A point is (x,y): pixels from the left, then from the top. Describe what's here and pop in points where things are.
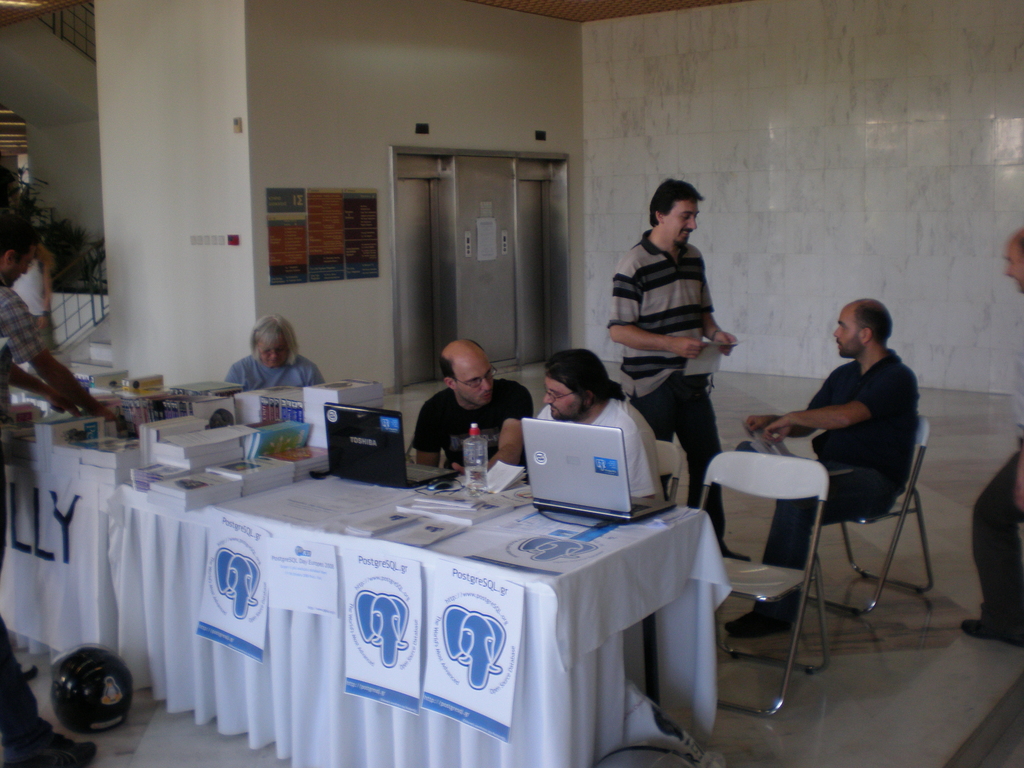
In the image we can see there are people (872,387) who are sitting on chair (763,466) and in front of them there is a table (639,527) on which there are books (239,442), laptop (605,434) and a water bottle (475,454) and there is a man (667,272) who is standing over here and over here there is a elevator (508,267).
